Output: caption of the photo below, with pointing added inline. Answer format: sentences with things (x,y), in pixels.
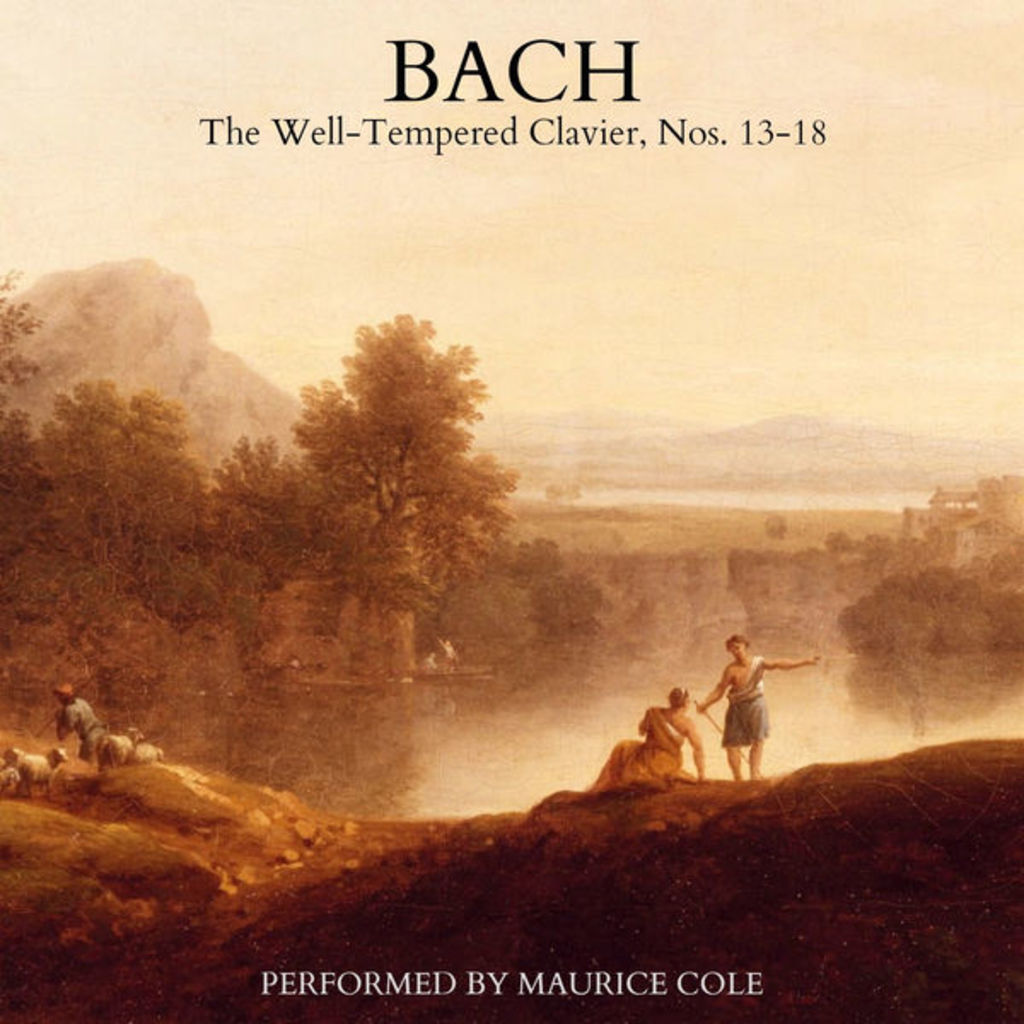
In this image I can see a poster (503,237) and on the top side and on the bottom side of it I can see something is written. I can also see depiction of people (768,715), animals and of trees (54,609) on the poster (534,763).
